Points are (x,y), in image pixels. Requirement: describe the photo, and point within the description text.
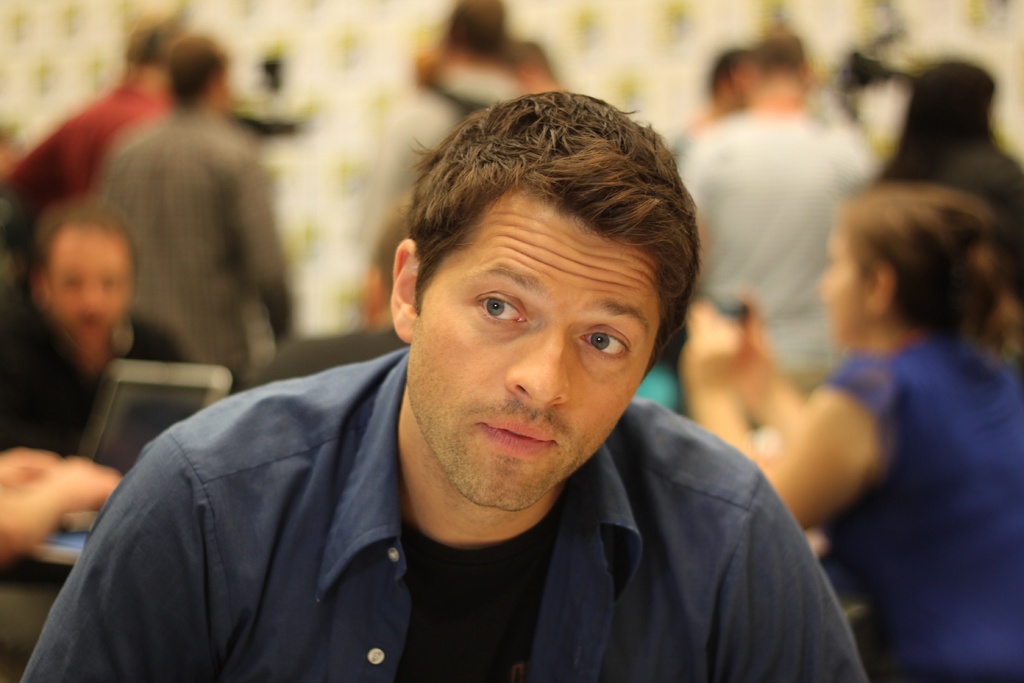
In this picture we can see a man (466,405) is sitting and behind the man (327,404) there are some blurred people (894,342) sitting and standing. A woman (875,451) in the blue dress (884,443) is holding an object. On the left side of the man (246,474), it looks like a laptop (115,441).
